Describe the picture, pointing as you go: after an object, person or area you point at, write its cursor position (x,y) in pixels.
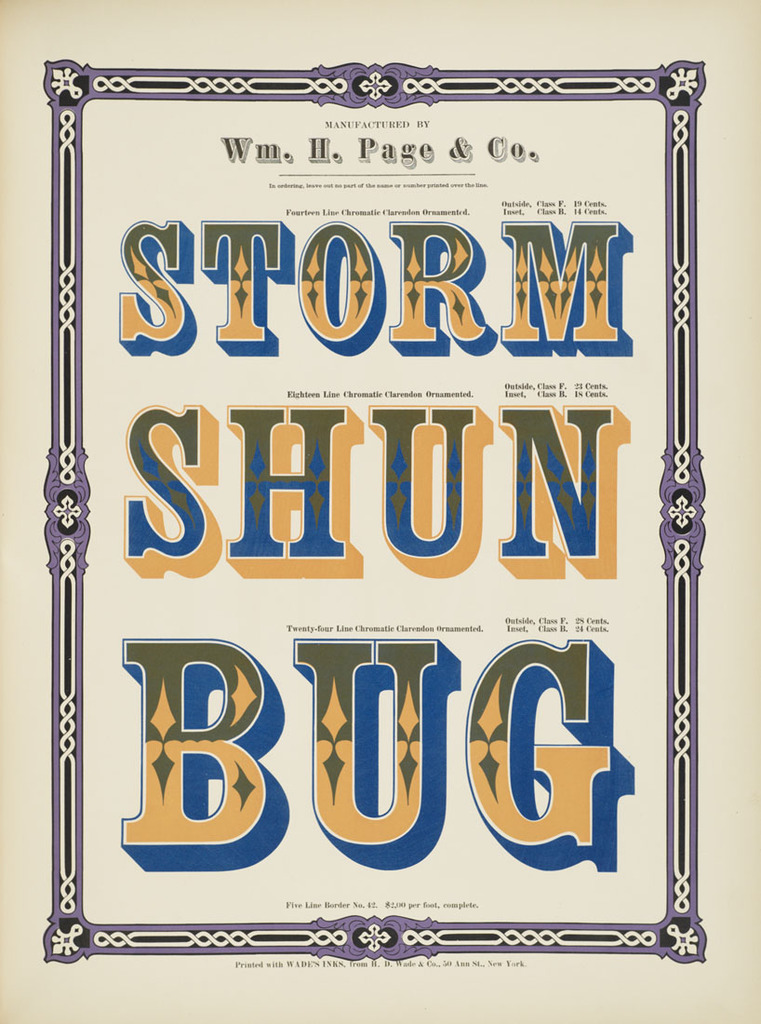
In this image we can see a poster (425,489). On the poster (296,233) we can see some text (494,698) and design (686,643).
